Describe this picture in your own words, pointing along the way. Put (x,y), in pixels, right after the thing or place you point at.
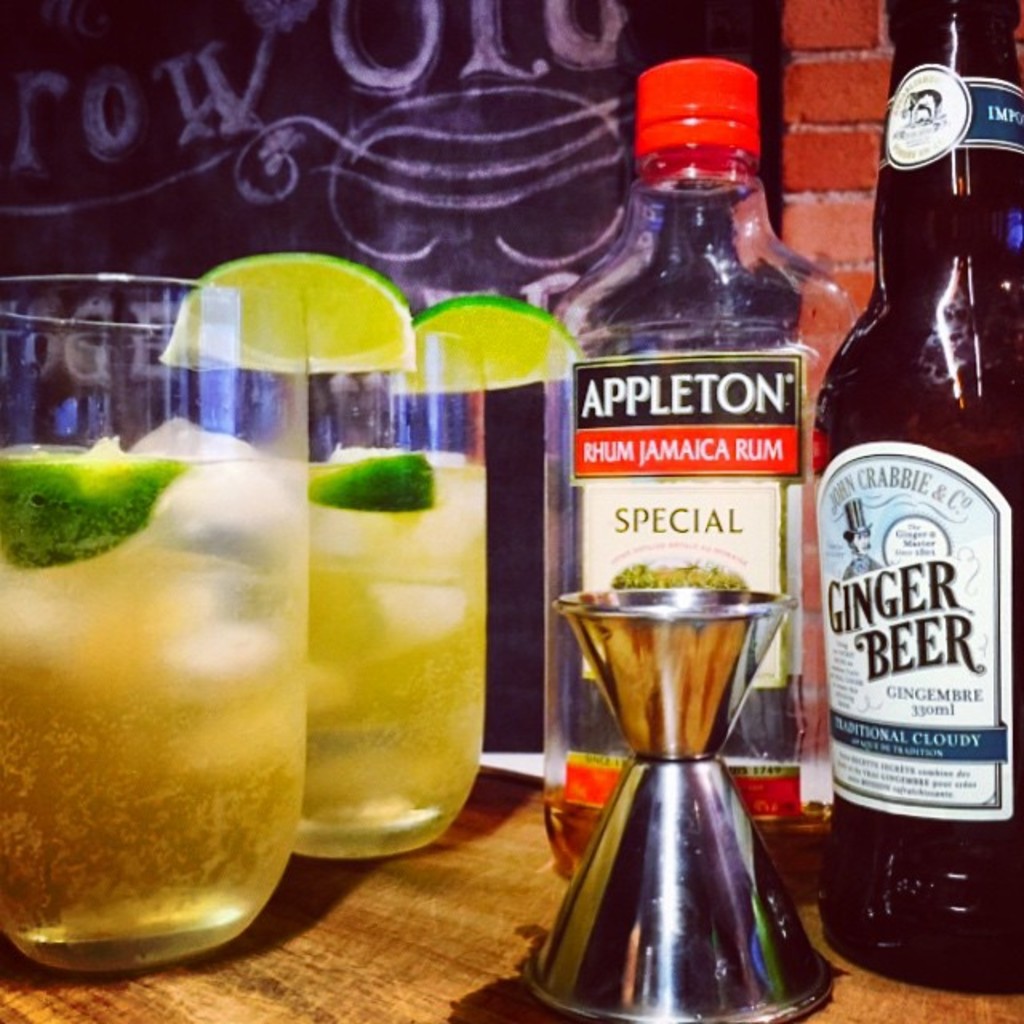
On this table (426,854) there are glasses (343,634) and bottles (695,411). In these glasses (402,546) there are limes (390,368).
